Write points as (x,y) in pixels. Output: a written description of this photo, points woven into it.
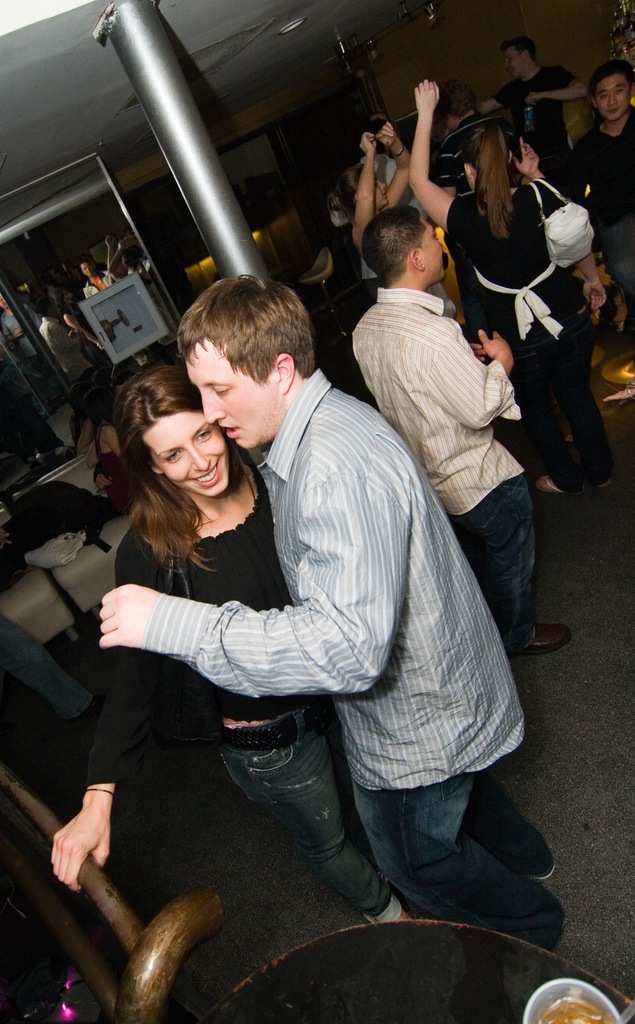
These people (439,159) are dancing. On this couch (24,620) there are things (71,516). This is pillar (201,123).
